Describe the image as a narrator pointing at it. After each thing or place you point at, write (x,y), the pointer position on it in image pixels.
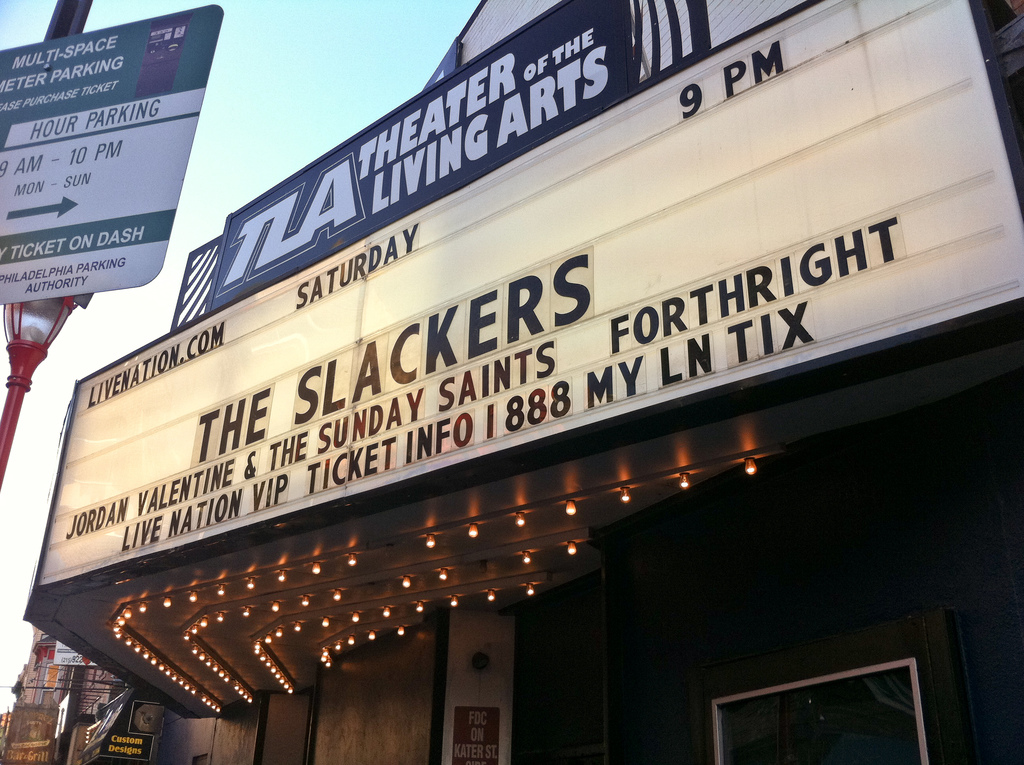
In this picture we can see a building (498,497), there is a hoarding (563,293) in the middle (652,255), we can see some text (703,320) on this hoarding (443,188), on the left side (19,344) there is a pole (36,363), a light (37,340) and a board (80,270), there are some lights (574,511) at the bottom (195,630), we can see the sky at the top of the picture (351,81).
